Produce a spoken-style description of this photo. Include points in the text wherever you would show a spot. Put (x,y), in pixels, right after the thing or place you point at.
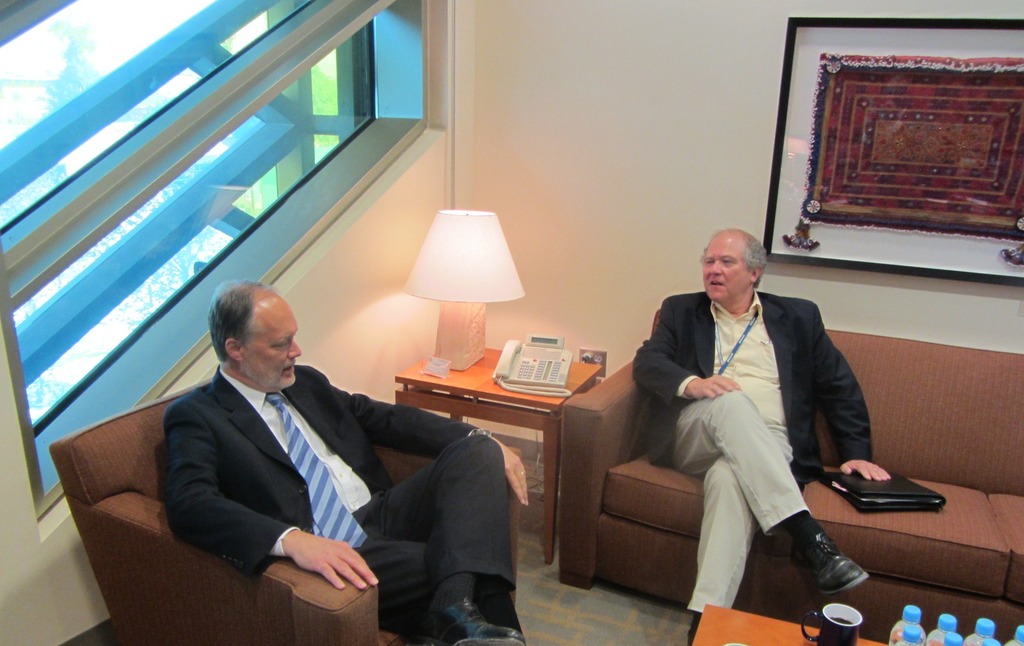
In the image there are two old man (301,455) in suits (317,379) sitting on sofa (635,444) with a table (455,385) beside it along with a lamp (466,236) and telephone (521,368) on it, in the front (910,640) there is a table (748,630) with water bottles (895,632) and cup (812,615) on it, on the back wall (583,347) there is a photo (782,219), on the left side (75,217) there is a window (118,128).
